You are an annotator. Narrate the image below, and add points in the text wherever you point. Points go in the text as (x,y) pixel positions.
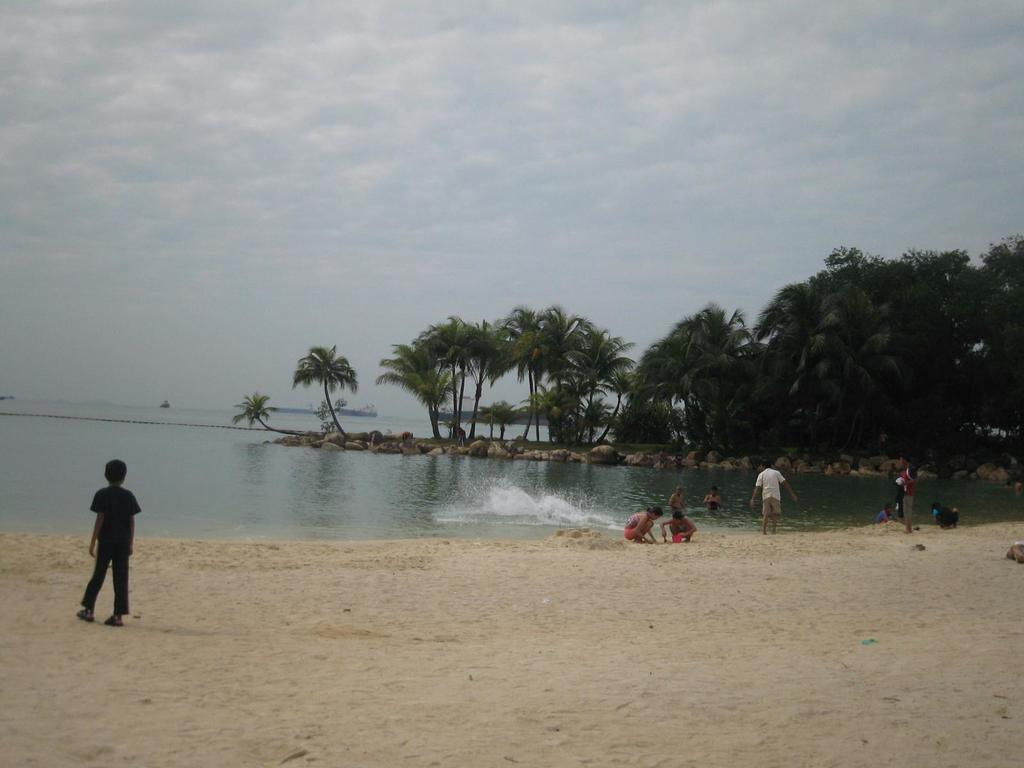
In this image there is water (366,490) and we can see people (684,530). At the bottom (462,605) there is sand (485,643). In the background (586,392) there are trees (950,339) and sky (415,238).
